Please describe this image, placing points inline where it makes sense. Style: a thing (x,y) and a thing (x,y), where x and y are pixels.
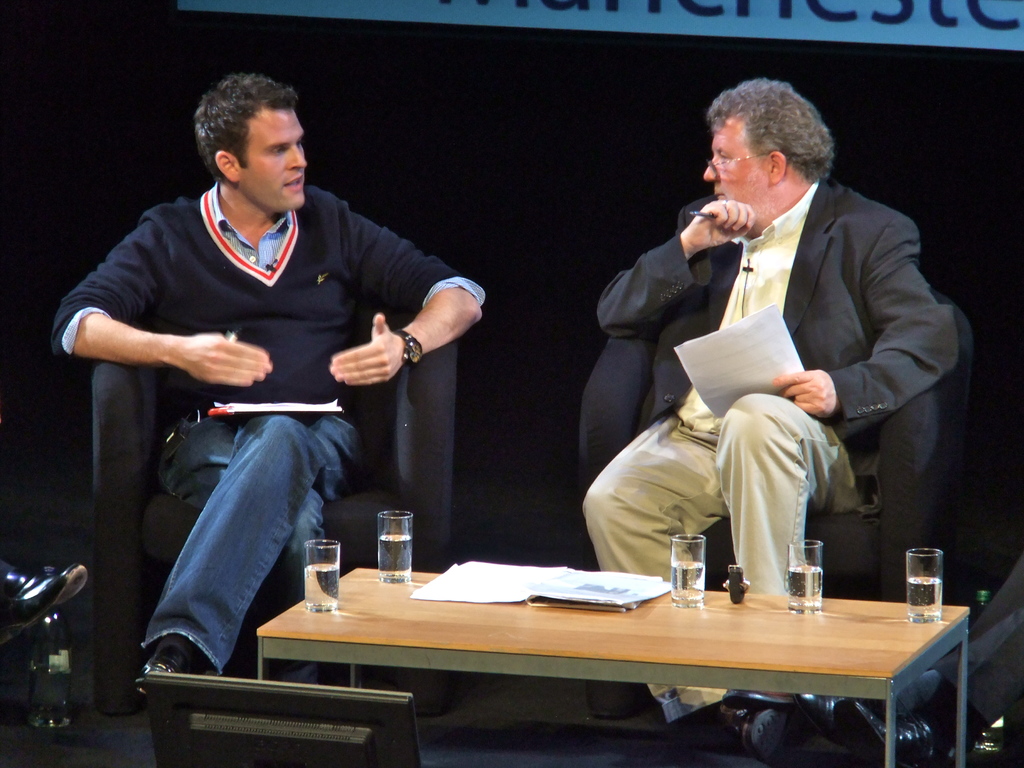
This image is clicked in a meeting. There are 2 chairs (127,400) and table (818,616), there are glasses (384,531), papers (625,579) on that table (434,610). In two chairs (607,389) two persons (643,524) are sitting they are men (710,443), one is holding a paper (714,391) and other one is explaining something while he has book (326,407) on his lap (315,423).
